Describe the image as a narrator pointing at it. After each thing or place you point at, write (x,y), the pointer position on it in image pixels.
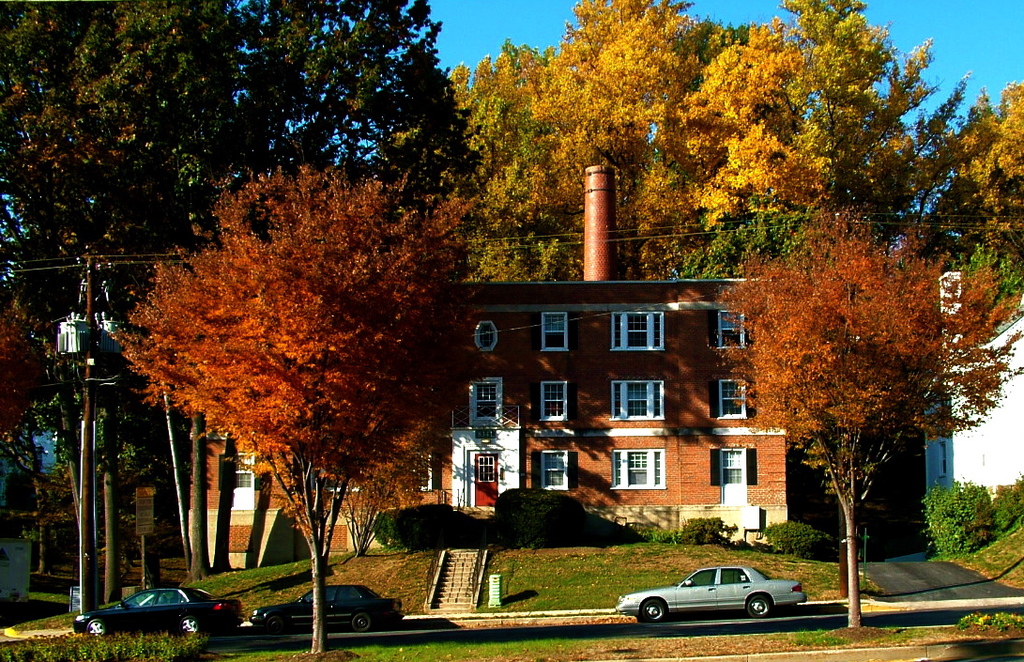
In the foreground of this image (793,422), there are trees (832,407) and few vehicles (691,595) parked on the road (721,622). We can also see few buildings (592,480), cables (108,263), poles (89,434) and the sky (513,26).
